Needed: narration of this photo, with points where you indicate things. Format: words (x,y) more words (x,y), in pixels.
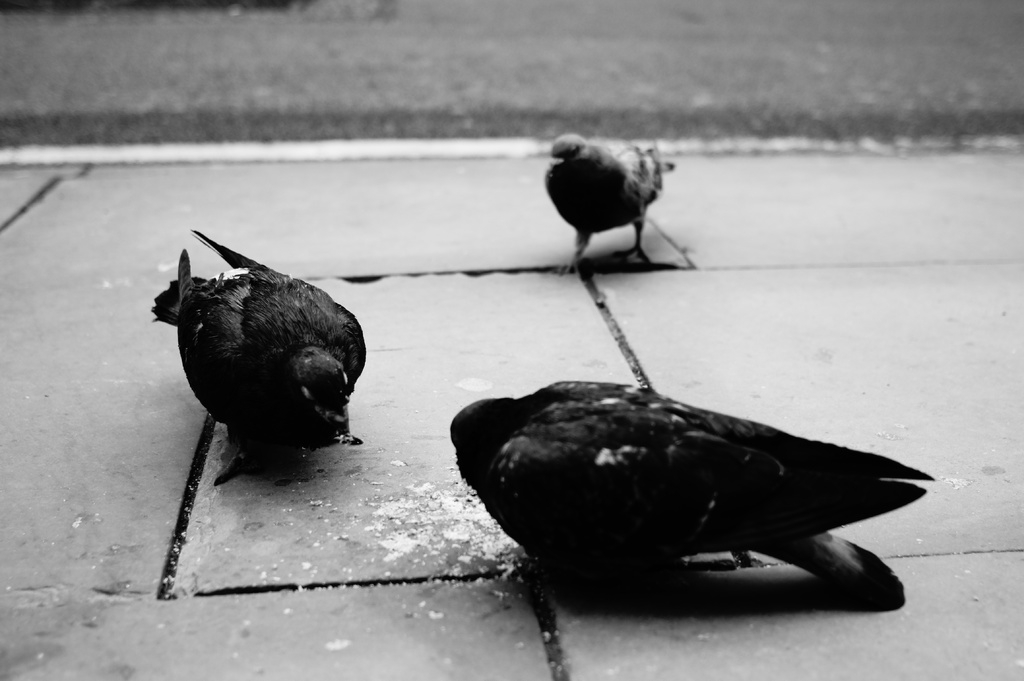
In this image I can see few birds (633,438) which are black and ash in color on the side walk (496,345). In the background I can see the road (310,102).
